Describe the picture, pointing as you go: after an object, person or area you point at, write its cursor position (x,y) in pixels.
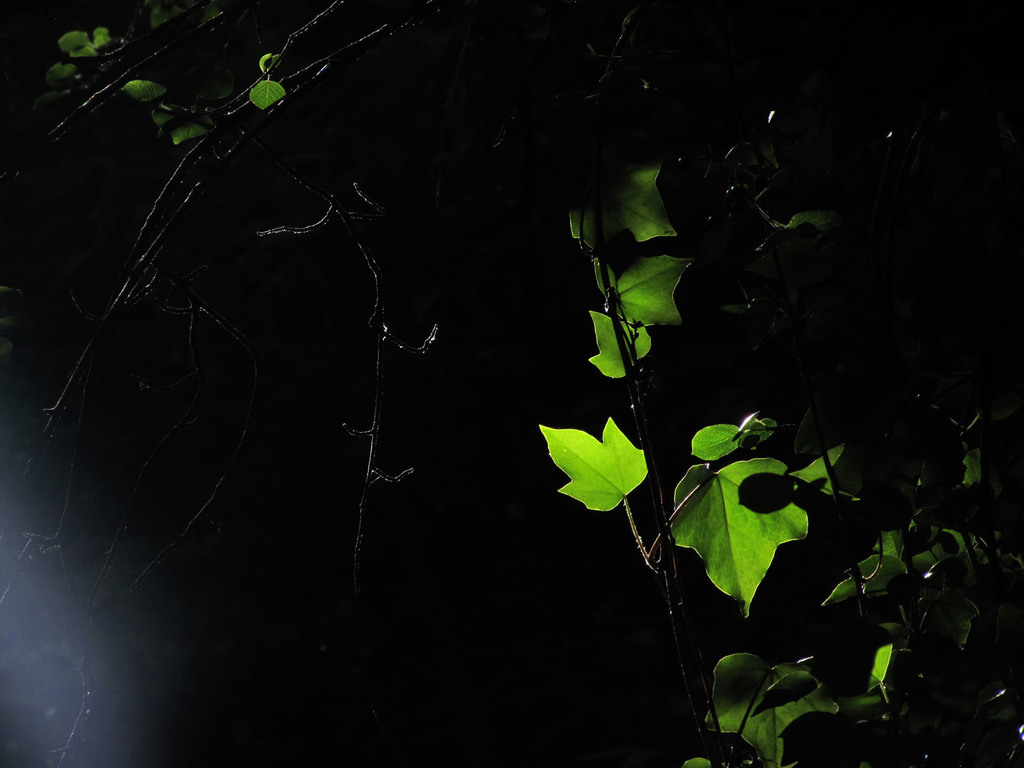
In this image, we can see plants (637,377) with leaves (611,434) and in the background (269,448), it is dark.
